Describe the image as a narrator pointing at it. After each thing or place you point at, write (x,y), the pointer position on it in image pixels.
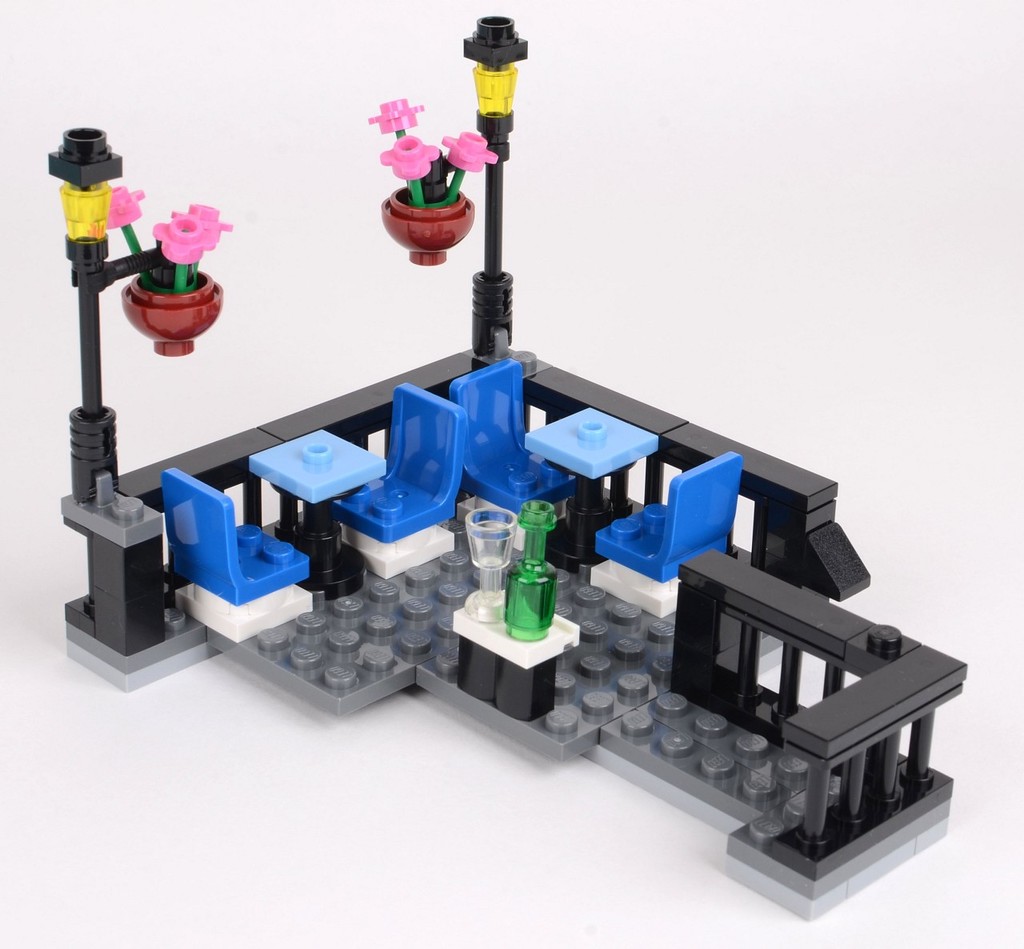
This looks like a LEGO puzzle game (615,680). These are the flowers (200,247) in the flower pots (436,217), which are attached to the poles (79,272). I can see four chairs (489,445) and two tables (340,478). This is the glass (483,609) and a wine bottle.
